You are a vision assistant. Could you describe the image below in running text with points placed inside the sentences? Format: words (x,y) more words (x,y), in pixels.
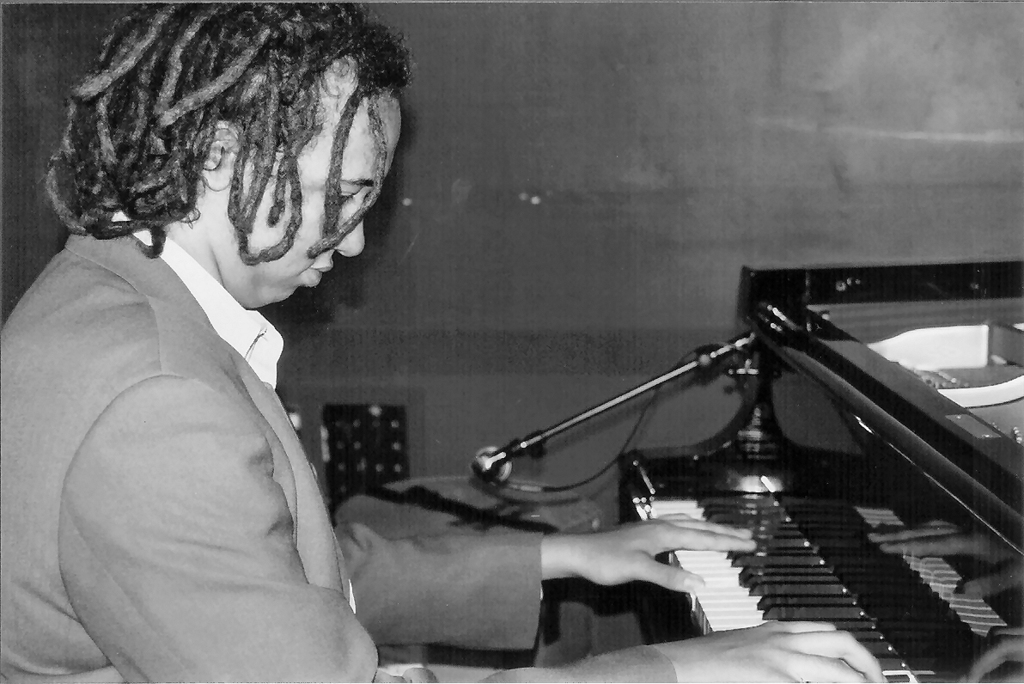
In this image, In the left side (149,487) there is a man (100,391) sitting and he is playing a piano (931,628) which is in black color, There is a microphone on the piano (748,418), In the background (665,415) there is a black color wall (626,168).
